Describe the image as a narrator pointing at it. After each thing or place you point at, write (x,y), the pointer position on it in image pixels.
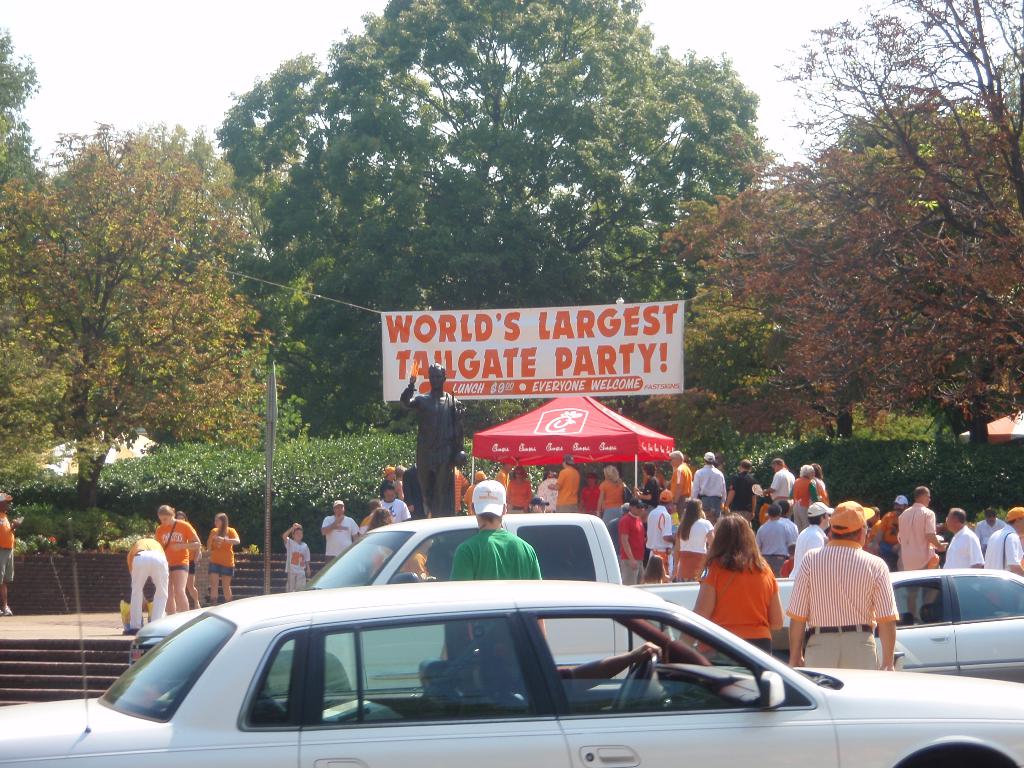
At the top (253,32) we can see sky (211,78). These are trees (628,234). This is a banner (513,312). This is a statue (440,444). We can see all the persons (389,478) standing on a platform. We can see cars (514,623) on the road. This is a tent (584,437) in red colour. These are stairs (27,685).
